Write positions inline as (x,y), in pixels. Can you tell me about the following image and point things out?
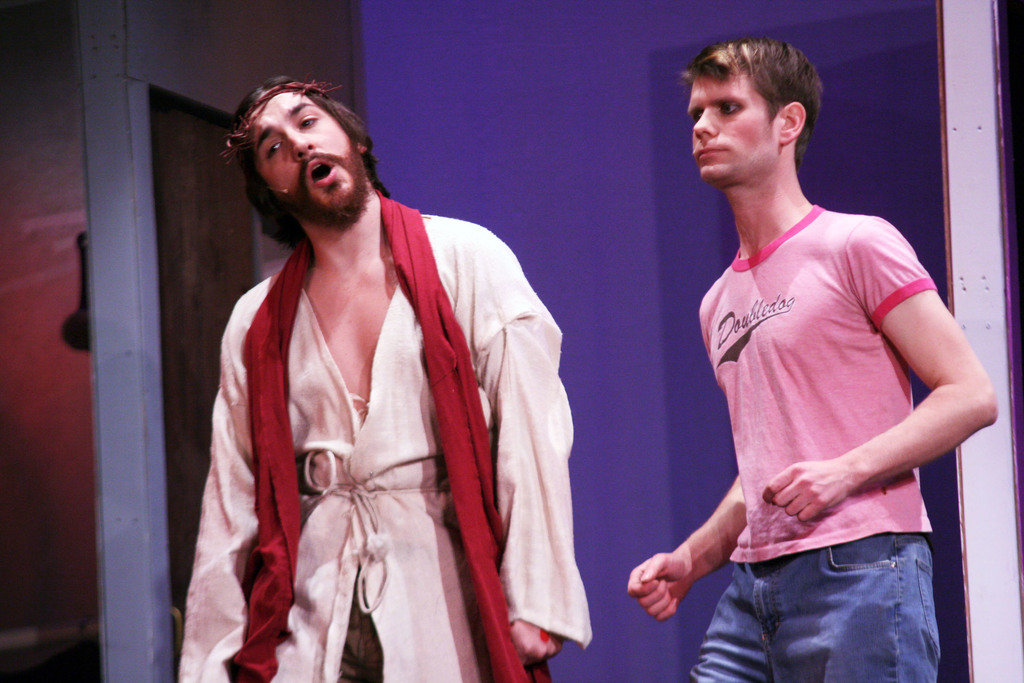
In the middle of the image (361,229) two persons (277,122) are standing and doing something. Behind them there is wall (163,42).
